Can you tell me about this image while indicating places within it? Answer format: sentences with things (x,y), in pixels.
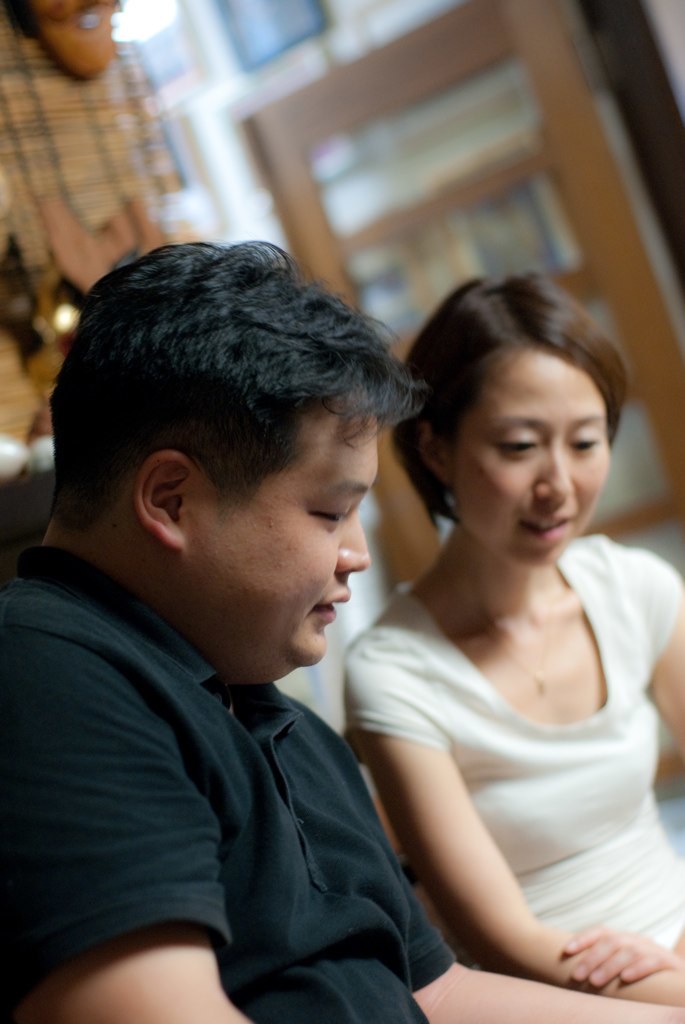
In this picture we can see a man (312,815) and a woman (569,760), man (404,877) wore a black color t-shirt (351,898), we can see a blurry background (369,236).
